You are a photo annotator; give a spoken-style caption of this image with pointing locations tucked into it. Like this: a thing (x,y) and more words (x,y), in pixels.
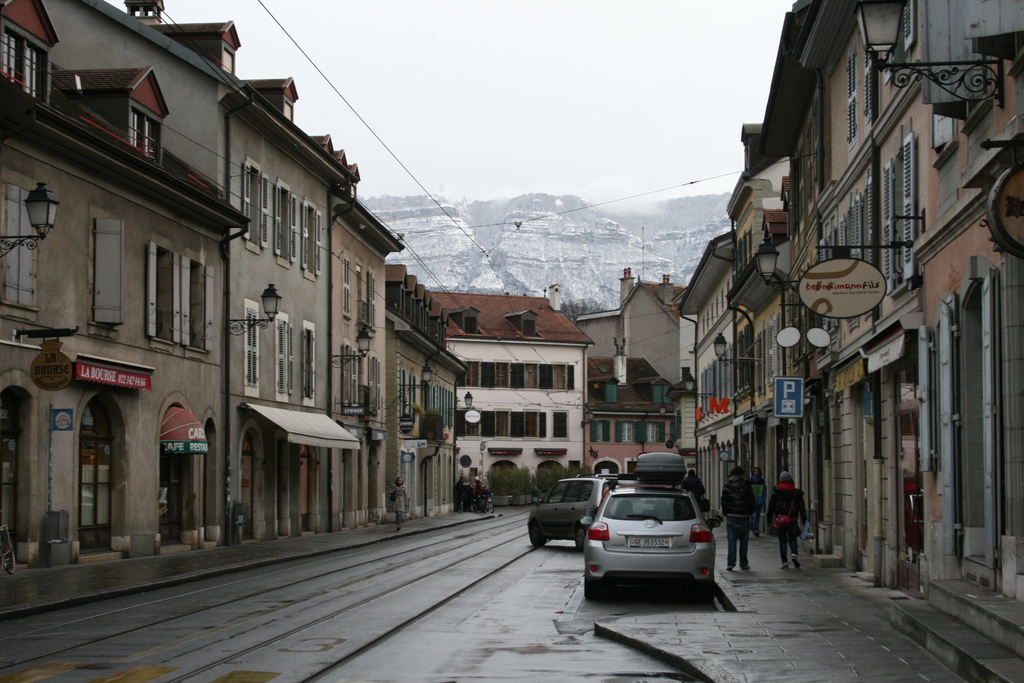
In the center of the image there is a road (581,604) on which there are vehicles (586,542). In the background of the image (509,307) there are houses (625,306), mountains (455,232). To the both sides of the image there are buildings (773,302).
